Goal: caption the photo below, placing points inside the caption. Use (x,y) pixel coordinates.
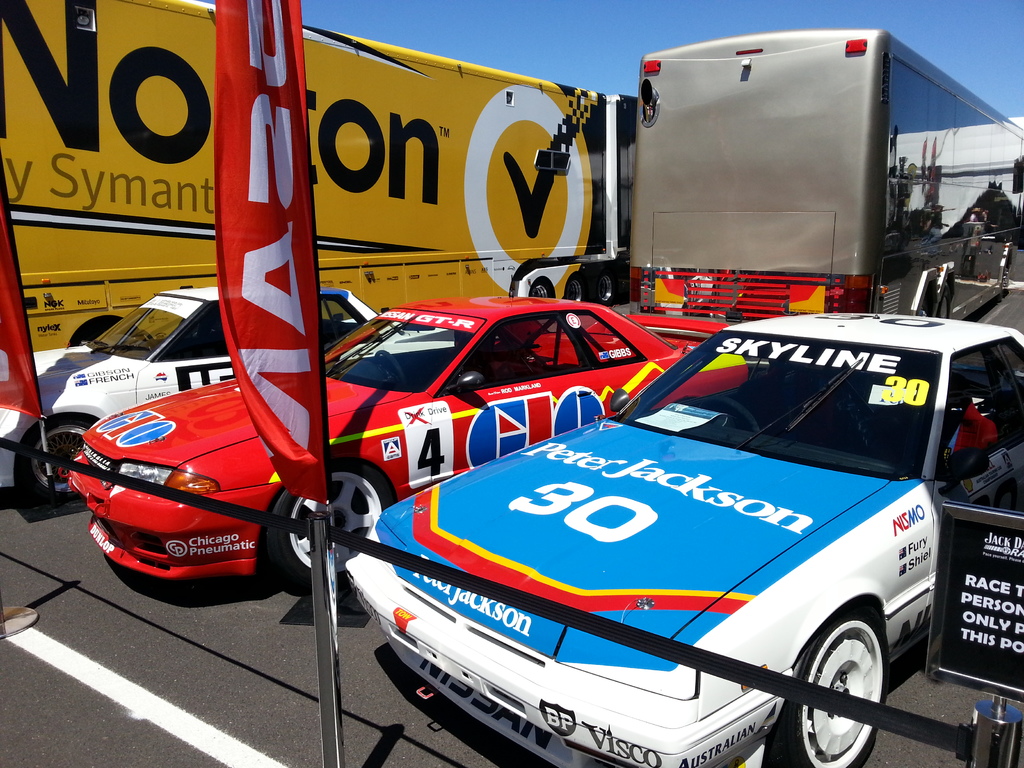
In the image we can see there are vehicles (519,463) of different colors. Here we can see a road (278,664) and white lines (202,739) on the road (174,691). Here we can see a board (968,623), on the board (971,596) there is a text (974,602). We can even see the flag (270,412) and pale blue sky (456,29).
